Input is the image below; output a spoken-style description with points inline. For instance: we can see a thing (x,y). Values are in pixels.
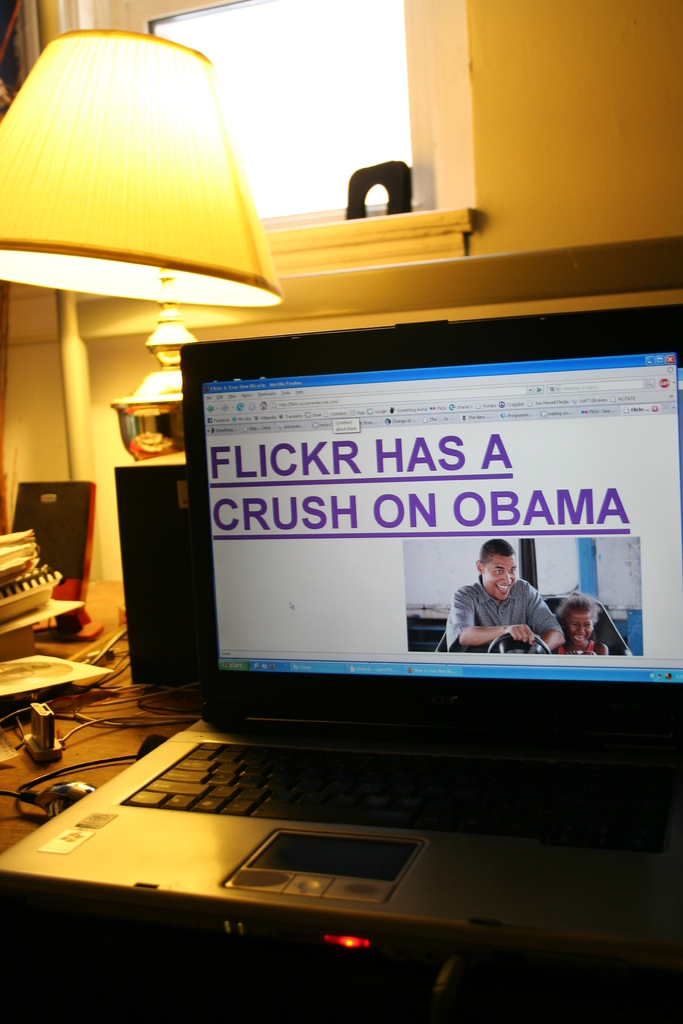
In the middle (256,577) it's a laptop (339,816). In the left (166,378) it's a lamp (121,414).
